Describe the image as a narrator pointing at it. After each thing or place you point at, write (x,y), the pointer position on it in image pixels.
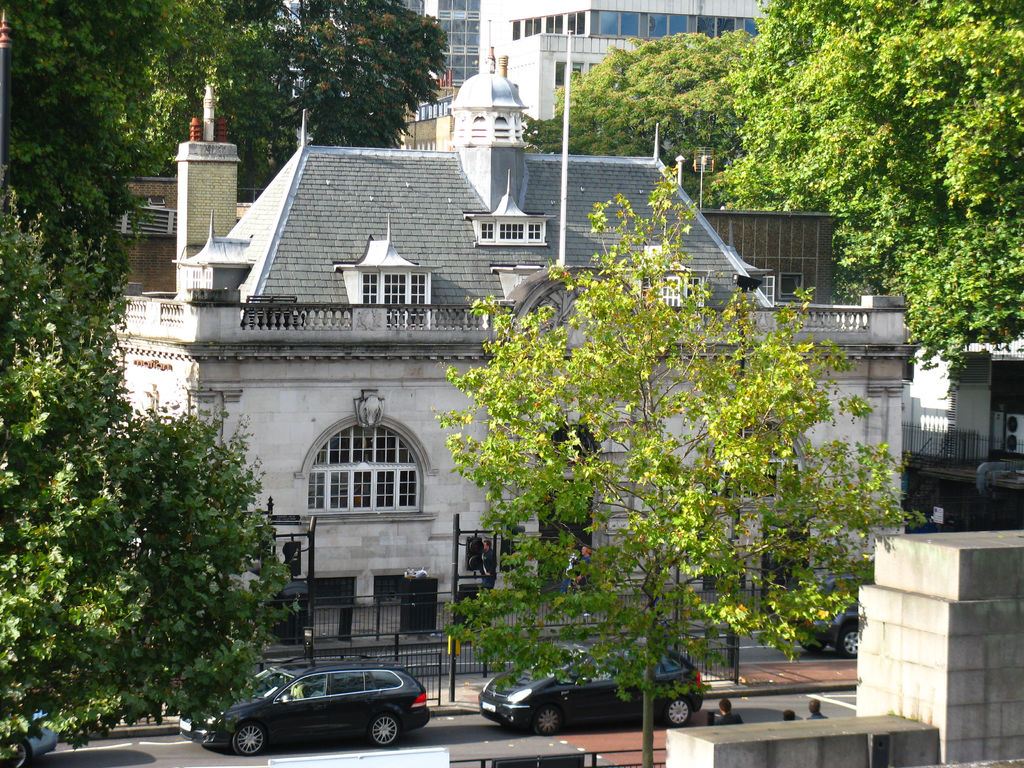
In this image there are cars (359,726) on the road (66,757), beside the road (584,730) there are a few people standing on the pavement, on the pavement (480,674) there are traffic lights (454,651), lamp posts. In the background of the image (533,204) there are trees (854,177) and buildings (435,319).
